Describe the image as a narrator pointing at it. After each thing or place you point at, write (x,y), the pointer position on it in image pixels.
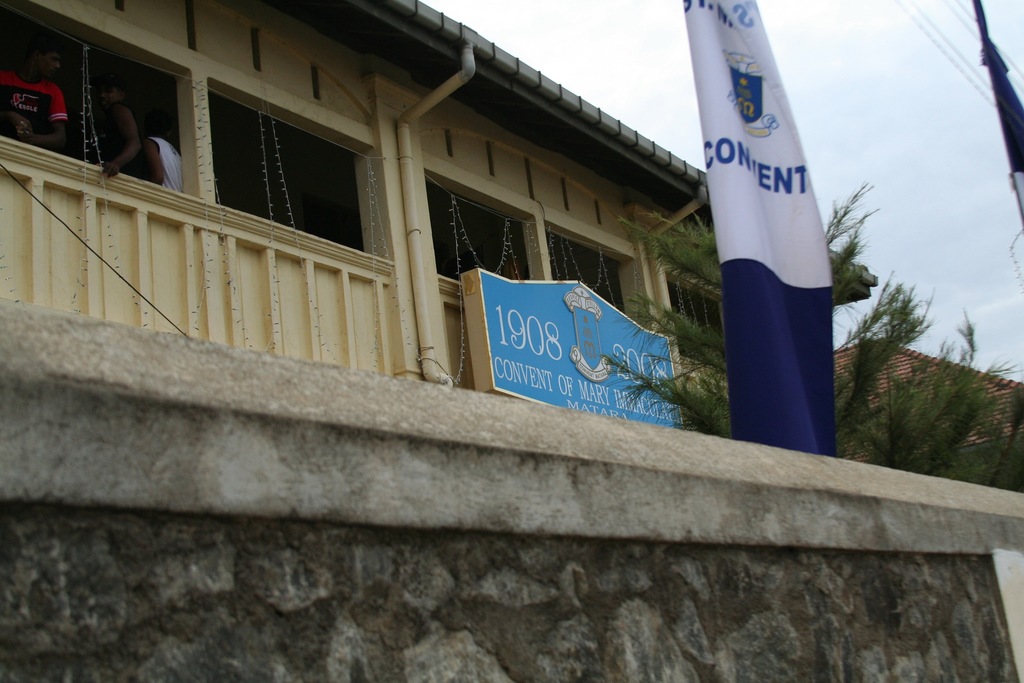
In this picture there is a wall (108,383) at the bottom side of the image (488,527) and there are houses (14,252), tree (921,335), poster (560,280), and a flag (994,75) in the image, there are wires (953,44) in the top right side of the image (977,38).
